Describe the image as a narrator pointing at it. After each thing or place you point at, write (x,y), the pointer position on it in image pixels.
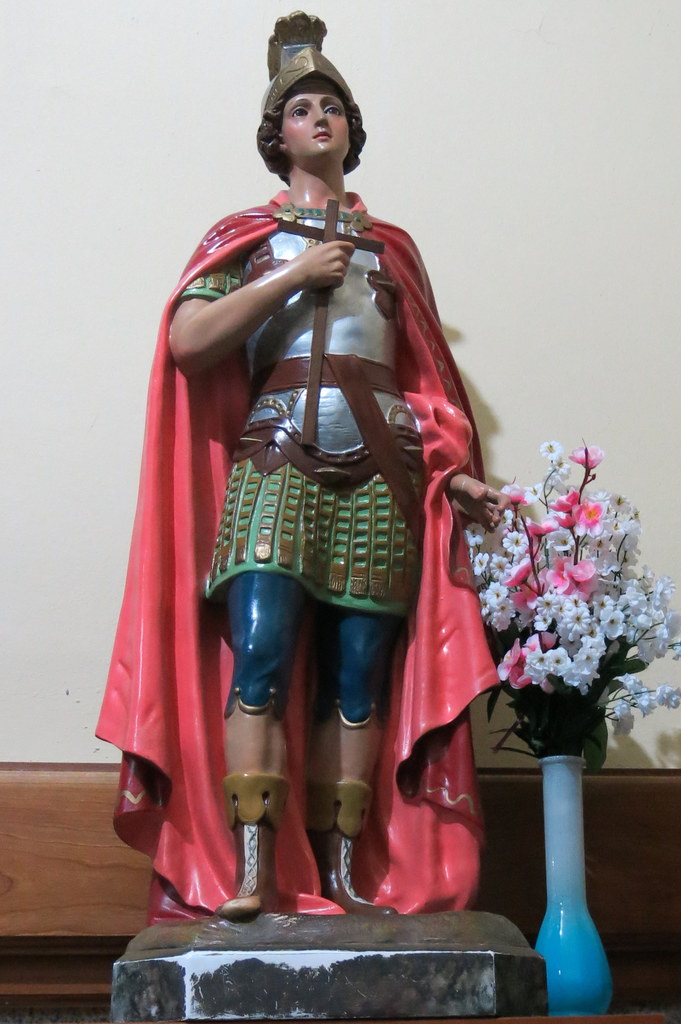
In this picture there is a statue (291,635) of a person (451,818) and there is a flower vase (569,918) and there are artificial flowers (534,567) in the vase (583,861). At the back (459,301) there is a wall (81,270).
